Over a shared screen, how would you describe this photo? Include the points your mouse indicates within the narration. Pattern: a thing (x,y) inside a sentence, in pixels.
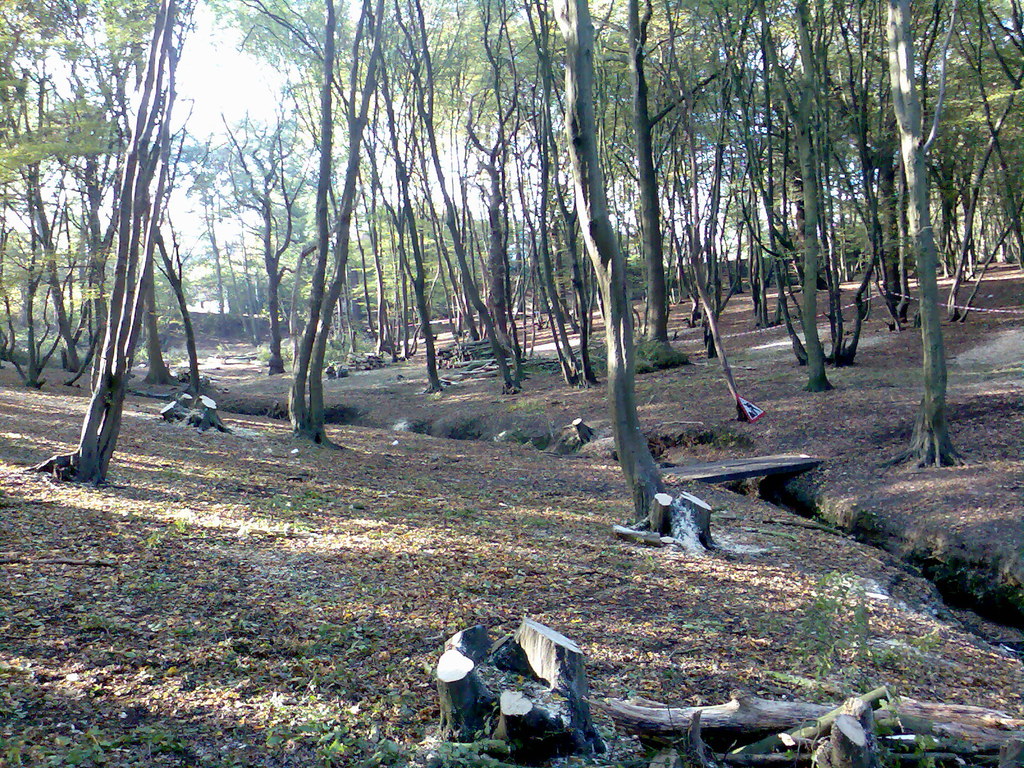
In this image I can see number of trees (502,357), grass (99,741) and shadows (994,445).
